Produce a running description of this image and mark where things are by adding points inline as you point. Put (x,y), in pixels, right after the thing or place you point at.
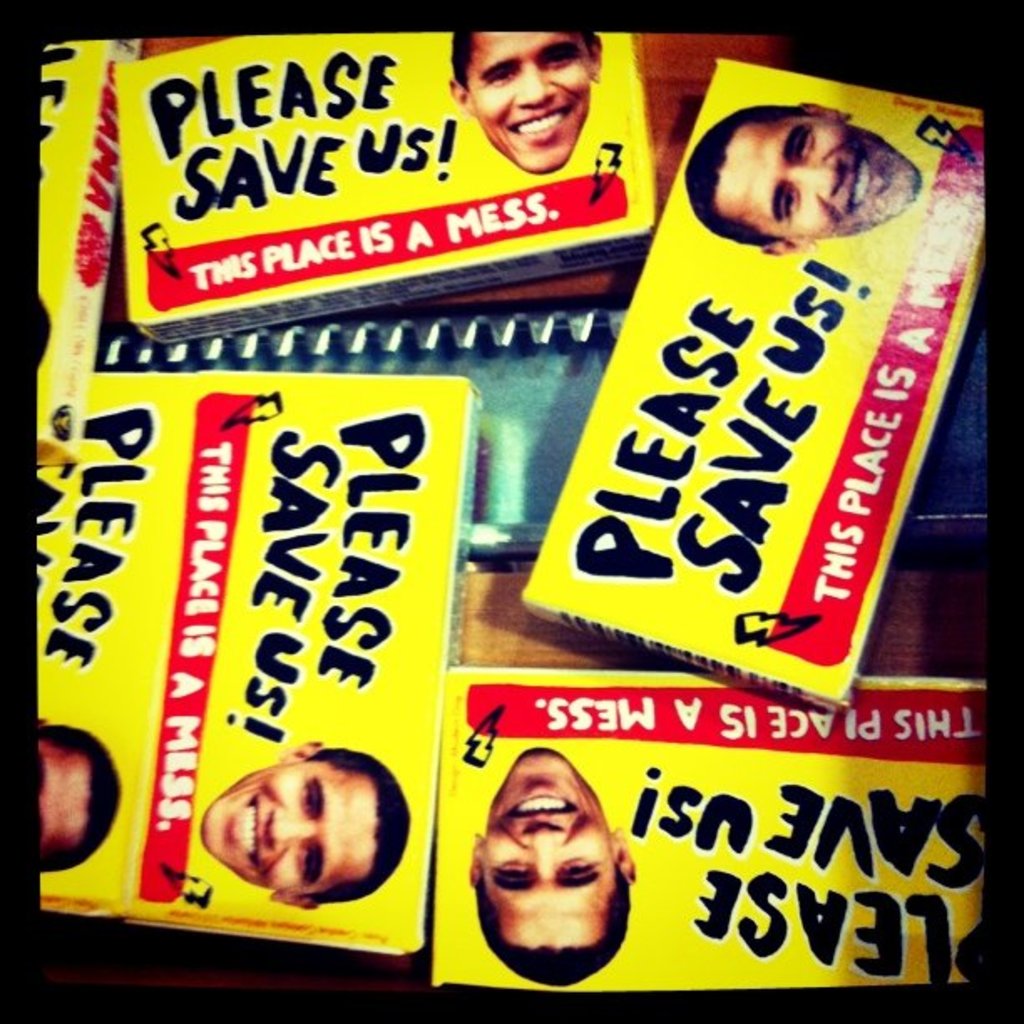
In the image on the brown surface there are few packets (290,483) which are in yellow and red color with faces (840,144) and something (89,483) written on it. And also there is a steel object (446,342).
